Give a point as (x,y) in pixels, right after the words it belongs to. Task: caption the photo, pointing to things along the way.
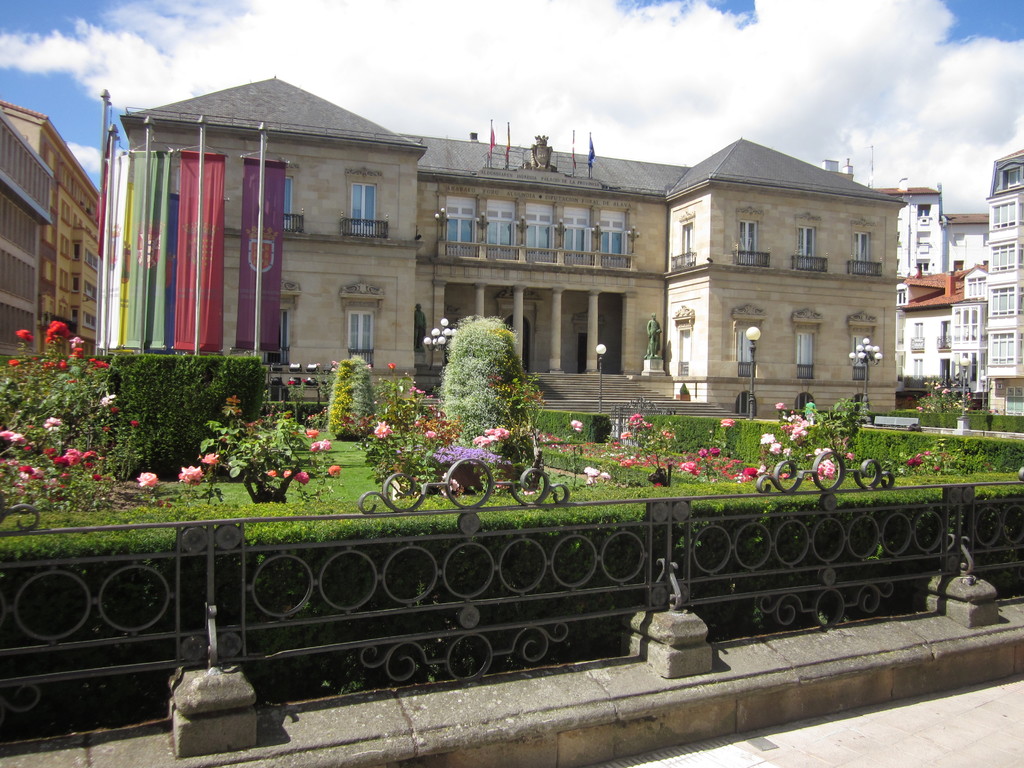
In this image we can see buildings (534,174), flags (215,186), flag posts (98,299), plants (53,374), flowers (573,424), bushes (454,398), ground (379,483), fence (398,568), stairs (630,395), street poles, street lights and sky (185,60) with clouds (453,114).
